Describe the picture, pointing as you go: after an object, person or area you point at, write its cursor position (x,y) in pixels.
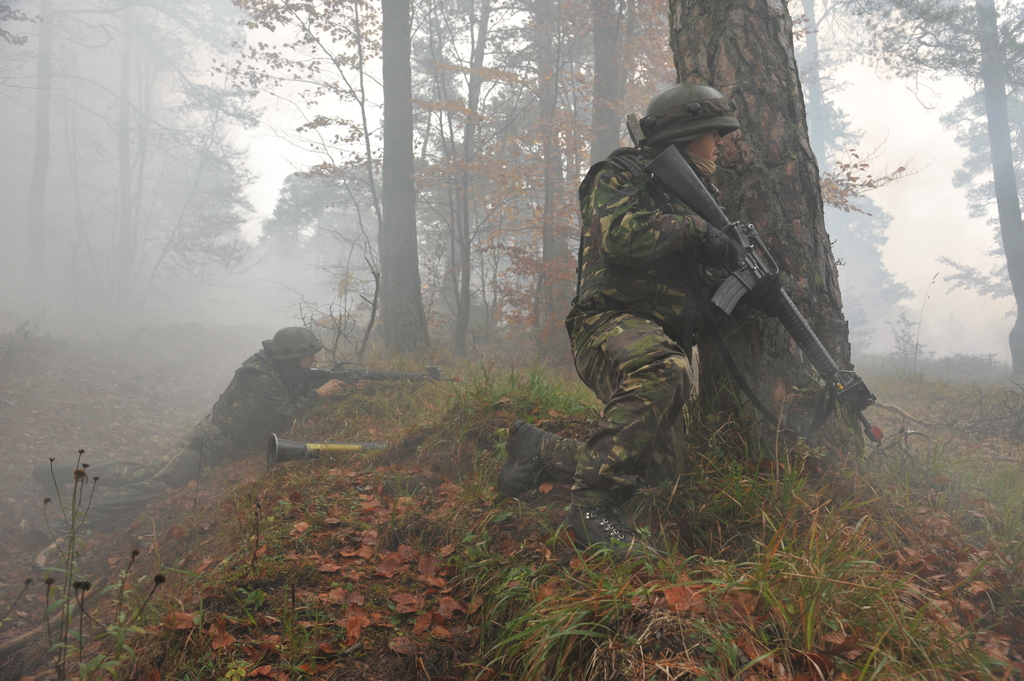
In this picture we can see two persons (285,374) are holding guns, at the bottom (532,521) there are some plants (760,572) and leaves (377,582), in the background (505,203) we can see some trees (745,122) and fog (346,267), these two persons (617,311) wore helmets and shoes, there is the sky (265,90) at the top of the picture (877,80).
